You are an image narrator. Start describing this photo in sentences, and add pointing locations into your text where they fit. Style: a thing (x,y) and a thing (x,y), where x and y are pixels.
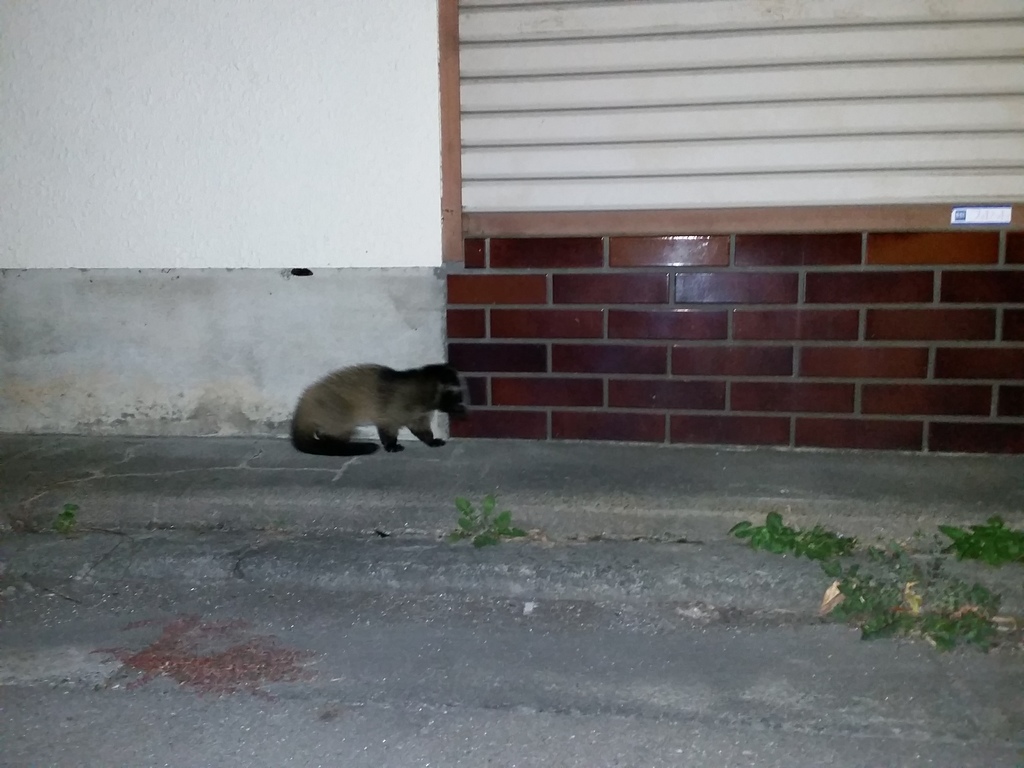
In this image we can see an animal (417,412) on the ground (670,563). In the background (529,117), we can see the wall (816,361) with ventilation (801,12).
